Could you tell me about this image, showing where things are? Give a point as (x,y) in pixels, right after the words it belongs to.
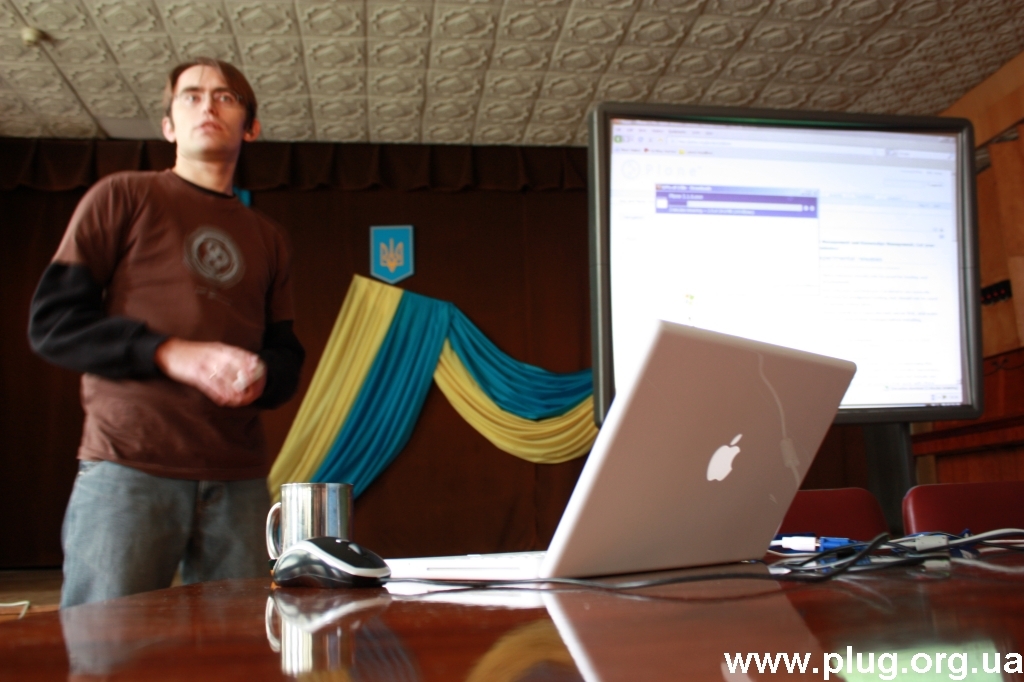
In-front of this wall (483,230) there is a screen (881,354). This person (178,283) is standing beside this table (387,605), on this table (548,613) there is a laptop (682,515), cables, mouse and cup (324,492).
